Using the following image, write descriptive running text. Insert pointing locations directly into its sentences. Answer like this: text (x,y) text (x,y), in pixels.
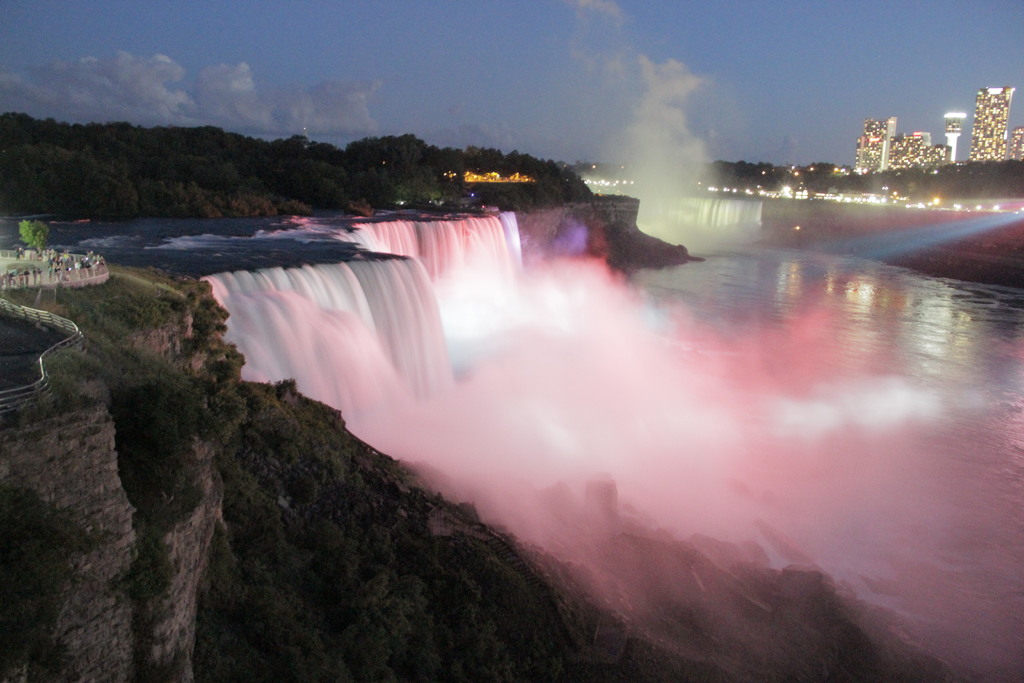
In the foreground of this image (371,376), there is a water fall (254,328), cliff (126,362), railing (80,333), trees (894,179), buildings (878,124), lights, sky (730,61) and the cloud (207,108).
